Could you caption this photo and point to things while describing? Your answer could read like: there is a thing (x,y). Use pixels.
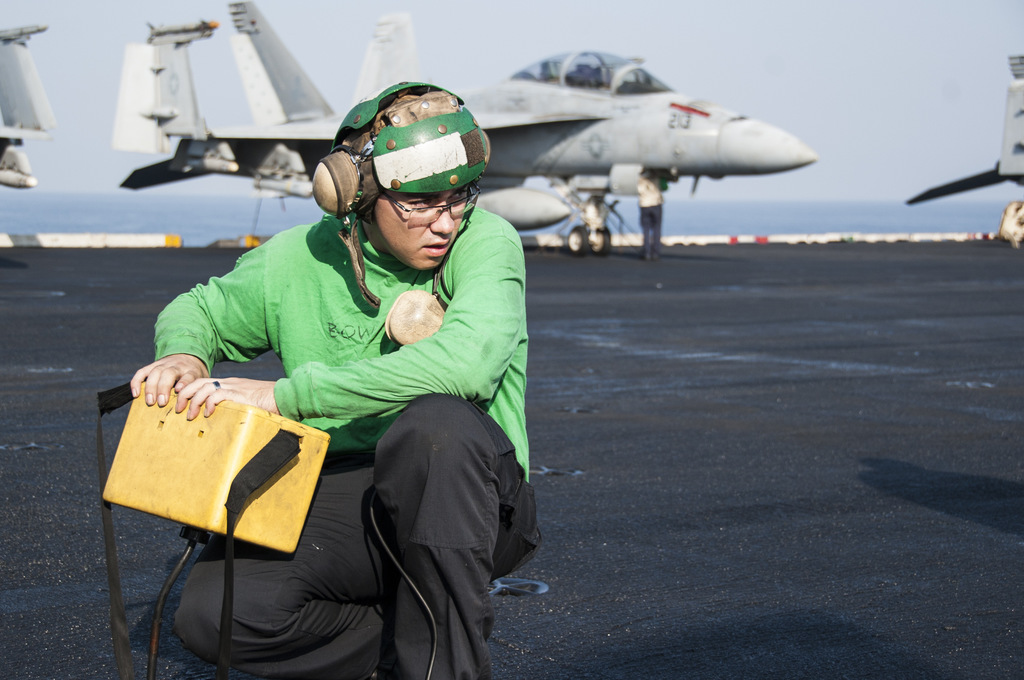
In this picture we can see a person (394,464) is holding a box (262,439) in the front (219,457), in the background (544,225) we can see jet planes (653,120) and water (813,207), there is the sky (931,31) at the top of the picture (687,193).
